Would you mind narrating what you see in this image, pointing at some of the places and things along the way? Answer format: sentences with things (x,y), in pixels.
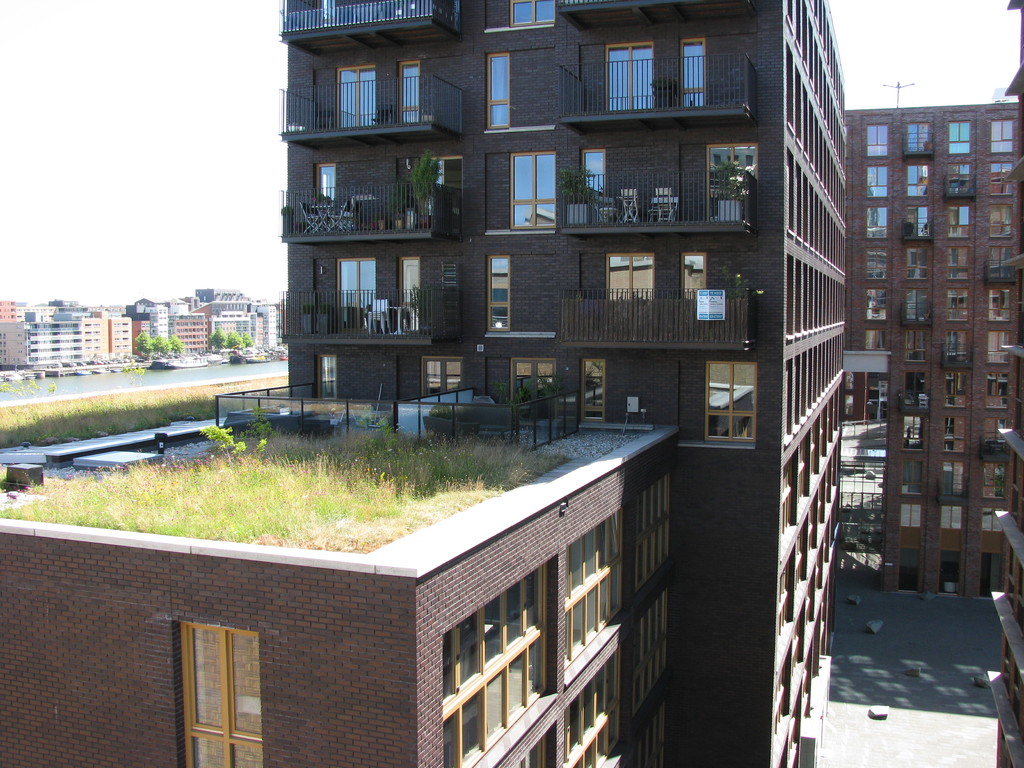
In this image we can see a group of buildings (392,281) with windows (618,555), metal railings (592,317), a group of chairs (632,208), plants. In the foreground (553,428) we can see grass (424,497), barricades (410,428). On the left side of the image (194,372) we can see water (141,380). In the background (109,193), we can see the sky (98,200).
